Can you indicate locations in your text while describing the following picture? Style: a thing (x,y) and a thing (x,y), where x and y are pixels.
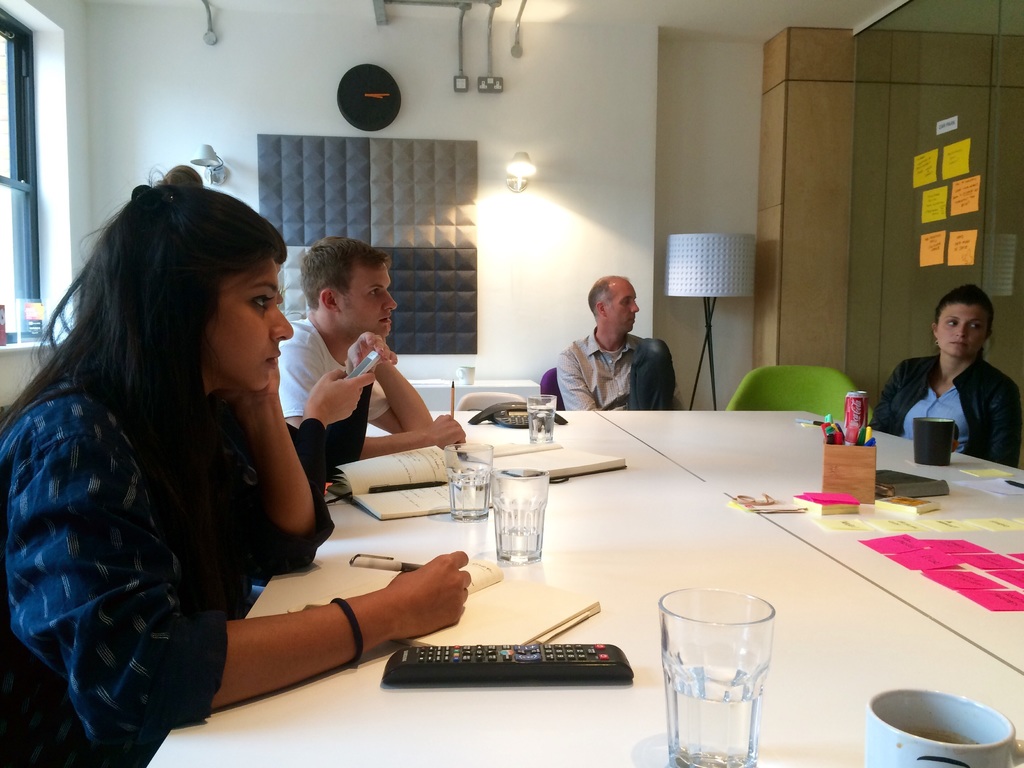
This picture shows a group of people (325,425) seated on the chairs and we see few glasses (699,734) and few books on the table (573,422).
